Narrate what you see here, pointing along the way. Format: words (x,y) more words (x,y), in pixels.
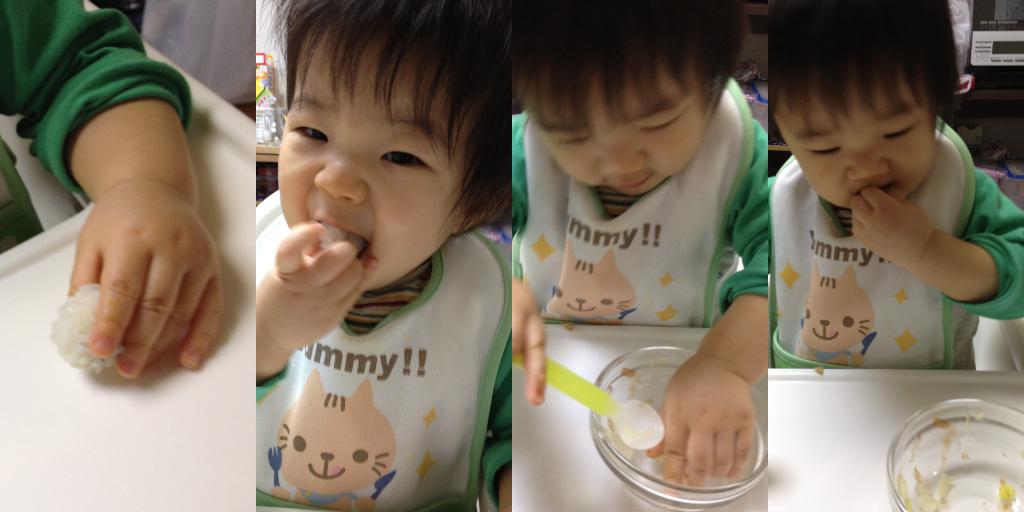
In this image we can see four pictures. In the first picture we can see a child hand (133,349) holding food item (84,332) and here we can see a child (475,122) is eating food item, here we can see the bowl (904,511) placed on the white color surface (572,466) and here we can see the child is holding the spoon (615,403).
